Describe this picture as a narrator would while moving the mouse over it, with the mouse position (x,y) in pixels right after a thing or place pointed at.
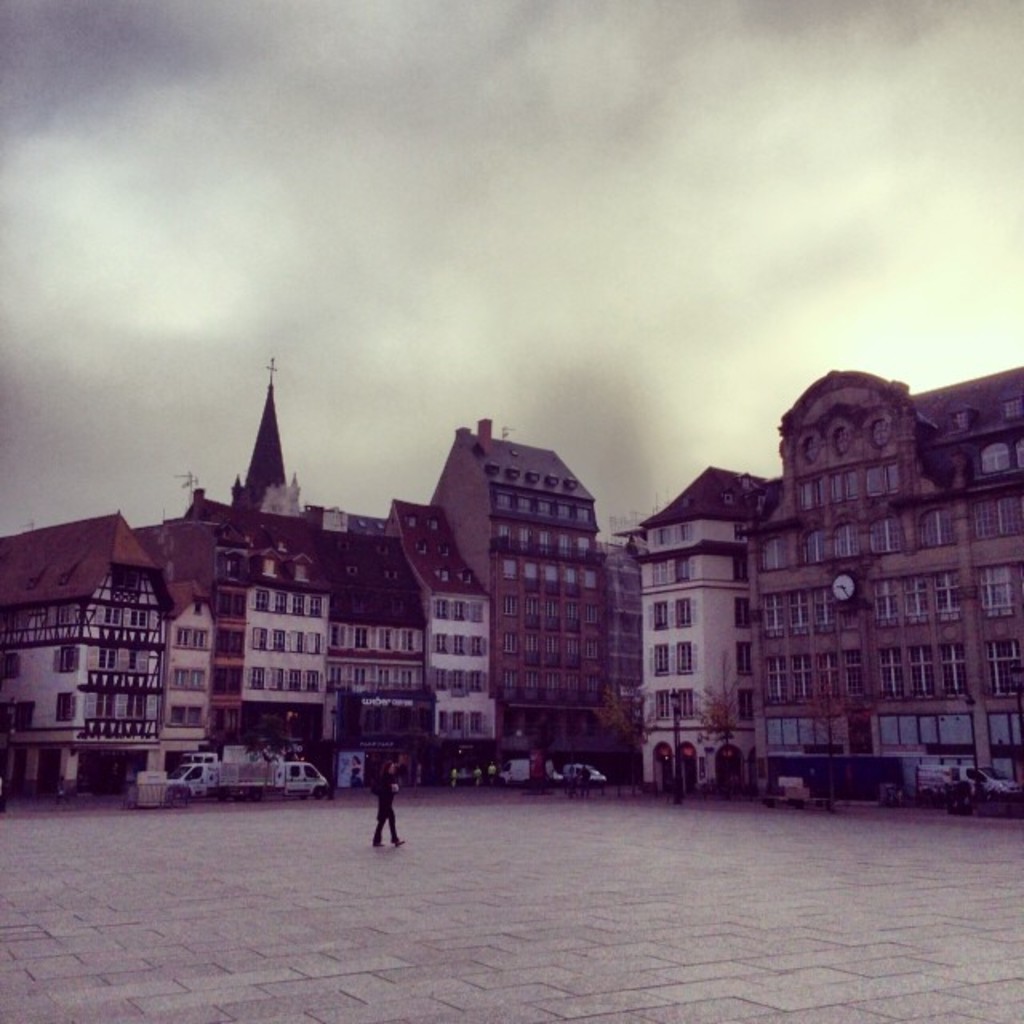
In this picture there are buildings (669,659) and trees (712,720) and there are vehicles (984,781) on the road (471,951) and there are street lights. In the foreground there is a person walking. At the top (242,228) there is sky (287,215) and there are clouds (274,212). At the bottom (490,916) there is a road (63,845). On the right side of the image (891,491) there is a clock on the building (913,571).
